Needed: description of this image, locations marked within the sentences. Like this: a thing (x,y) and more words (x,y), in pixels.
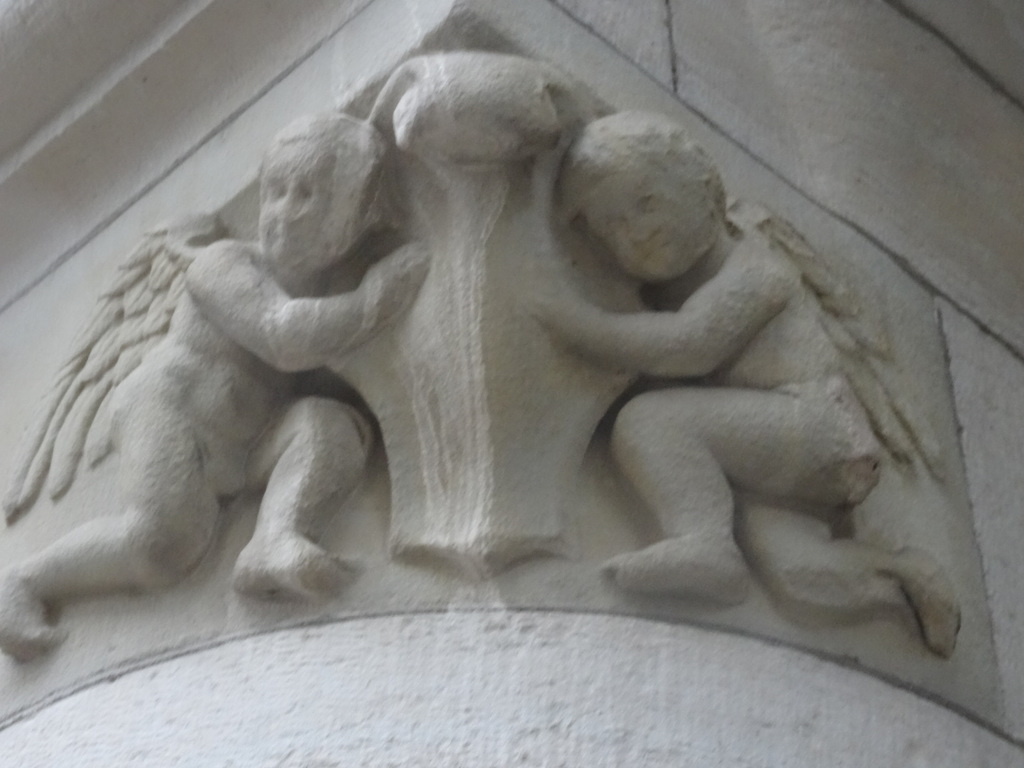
In the image there are two sculptures (748,247) of angels (317,433) carved on a wall (669,82).
